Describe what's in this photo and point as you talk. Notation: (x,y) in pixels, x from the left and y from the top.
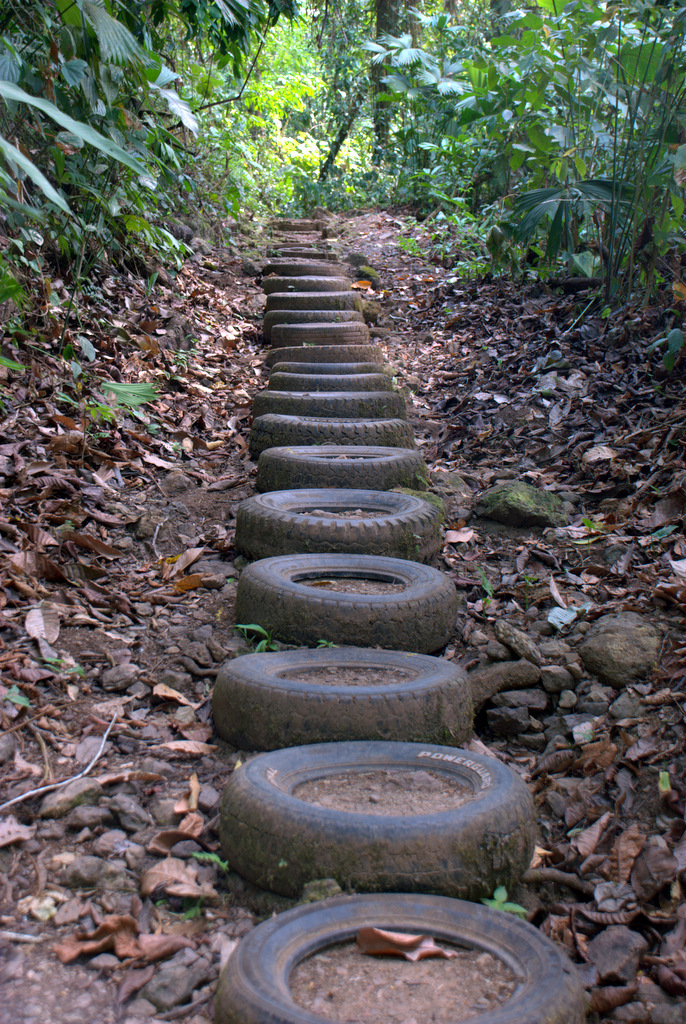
In this image we can see tyres (440,647), shredded leaves (240,329), stones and plants (289,37).
